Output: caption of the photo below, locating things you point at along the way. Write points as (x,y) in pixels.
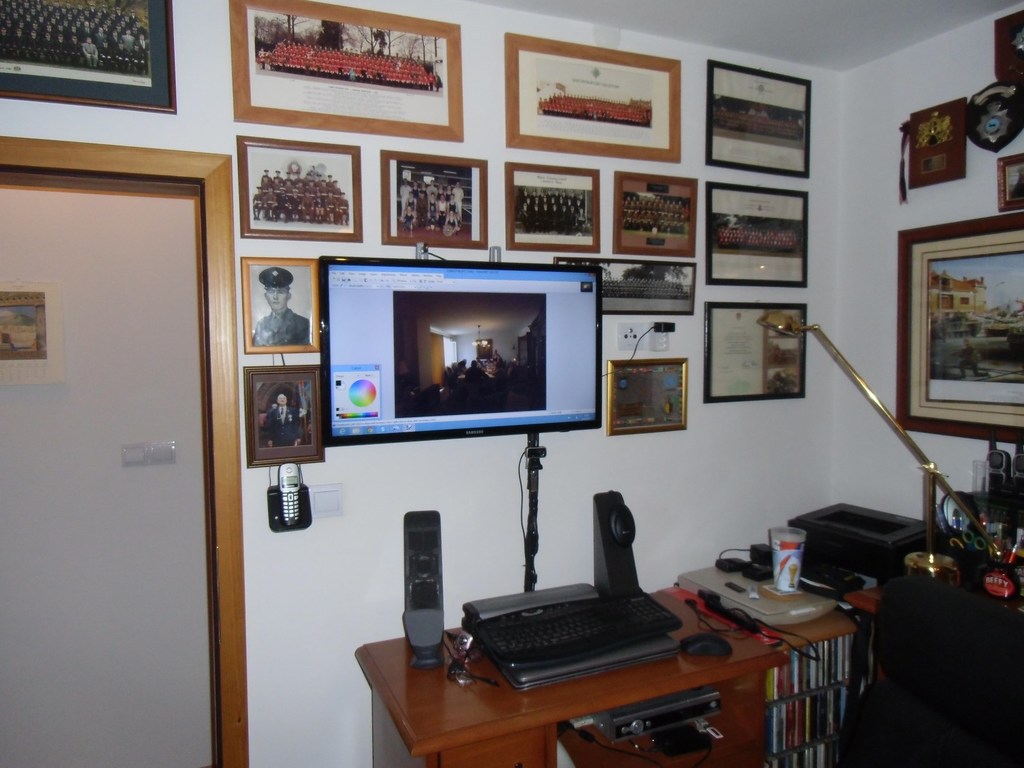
In this image, I can see the photo frames (749,273) and a television screen (533,430), which are attached to the walls (627,455). I can see a table (504,732) with a keyboard (621,633), mouse (705,649), speakers (429,598) and few other objects (747,568) on it. I think these are the books (817,718), which are kept in a rack (828,741). On the left side of the image (232,695), that looks like a door (142,728). I can see a mobile phone (289,514), which is attached to the wall (266,473). This is a socket (651,338) with a connector (663,332) attached to it.
